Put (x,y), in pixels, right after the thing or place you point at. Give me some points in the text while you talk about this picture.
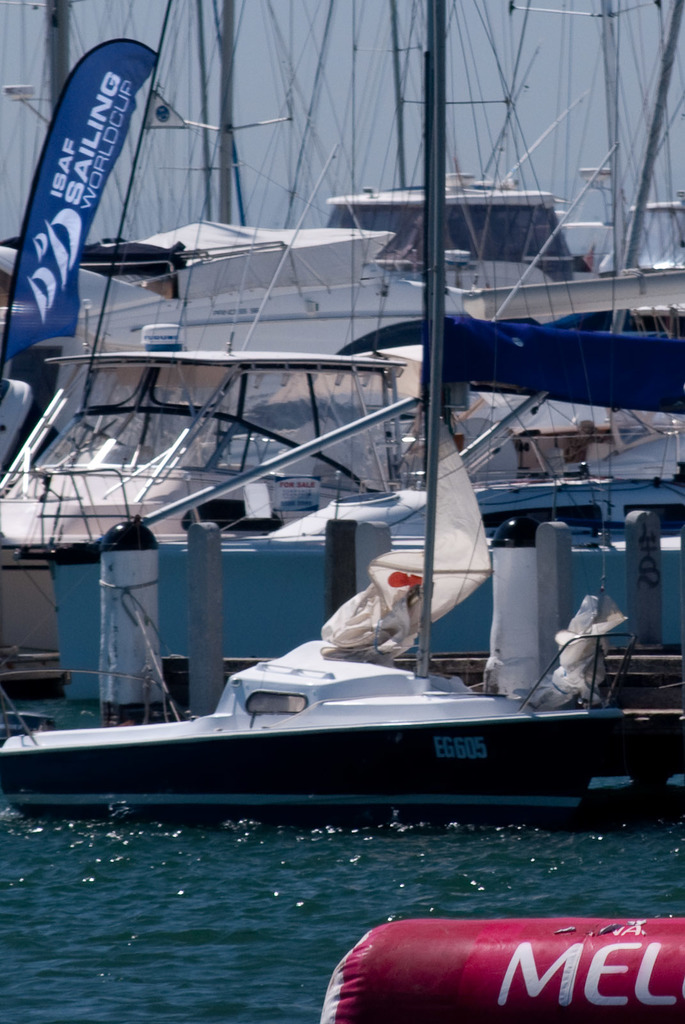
In this image we can see group of boats (288,695) in the water (525,834). In the center of the image (427,594) we can see some poles (340,587), shed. To the left side of the image (91,98) we can see a banner (76,146) with some text (84,194). In the background (17,184), we can see some ropes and the sky (316,122).
